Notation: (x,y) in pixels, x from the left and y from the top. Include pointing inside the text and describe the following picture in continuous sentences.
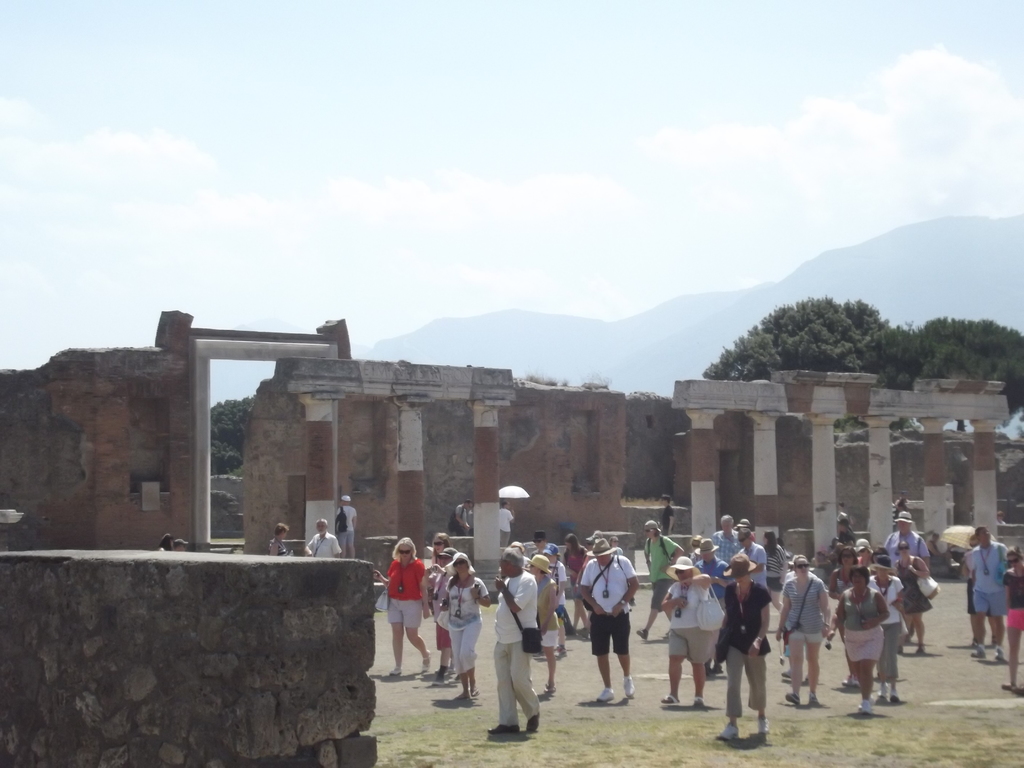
In the image it looks like some ancient architecture (314,426) and there are pillars (328,427) and behind the pillars (328,427) there is a wall (573,426), behind the wall (278,426) there are many trees (925,326) and there are a group of people (554,587) standing in the front (700,586).
